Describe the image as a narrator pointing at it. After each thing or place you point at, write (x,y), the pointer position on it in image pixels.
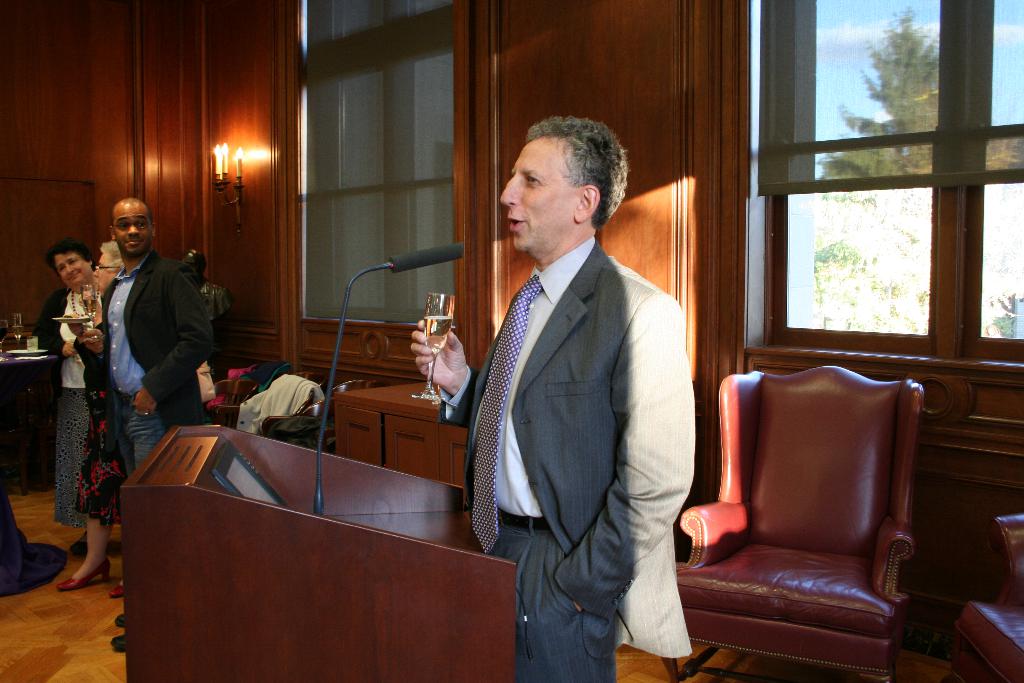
This Images is clicked inside a room (381,453) where it has chairs (790,454), podium (424,496), Mike (339,330). There is a man (626,296) near the podium (463,667) who is talking something. He is holding a glass (440,317) and there are 3 people (113,262) on the left side (148,293) two are women (81,247) and one is man (198,294), there are candles (223,158) on the top corner (223,178) and there are Windows (818,211), there is a window (797,204) on the right side (943,232) corner. There are trees (890,244) right side (829,258). Both men (182,387) are wearing blazers (655,412).
